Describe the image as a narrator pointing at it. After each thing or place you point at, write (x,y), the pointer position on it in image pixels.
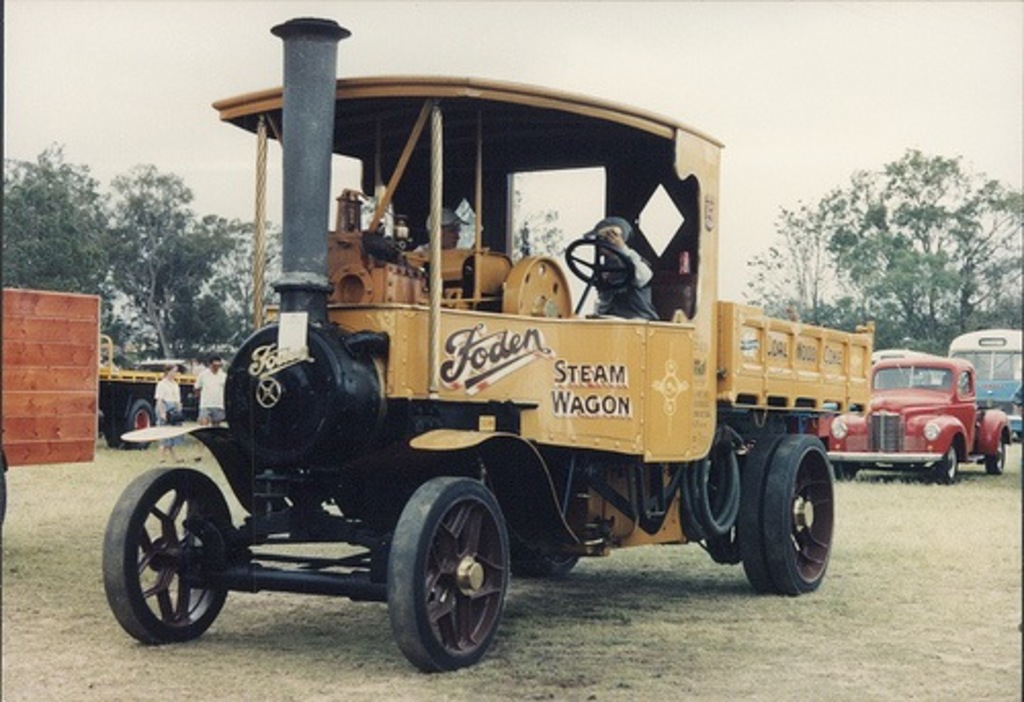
In this image I can see an open ground (269,677) and on it I can see number of vehicles (511,416). I can also see four persons (218,385) where two are standing in the background (156,387) and two are sitting in a vehicle (503,301) in the front (503,301). I can also see number of trees (225,351) in the background (45,263).
